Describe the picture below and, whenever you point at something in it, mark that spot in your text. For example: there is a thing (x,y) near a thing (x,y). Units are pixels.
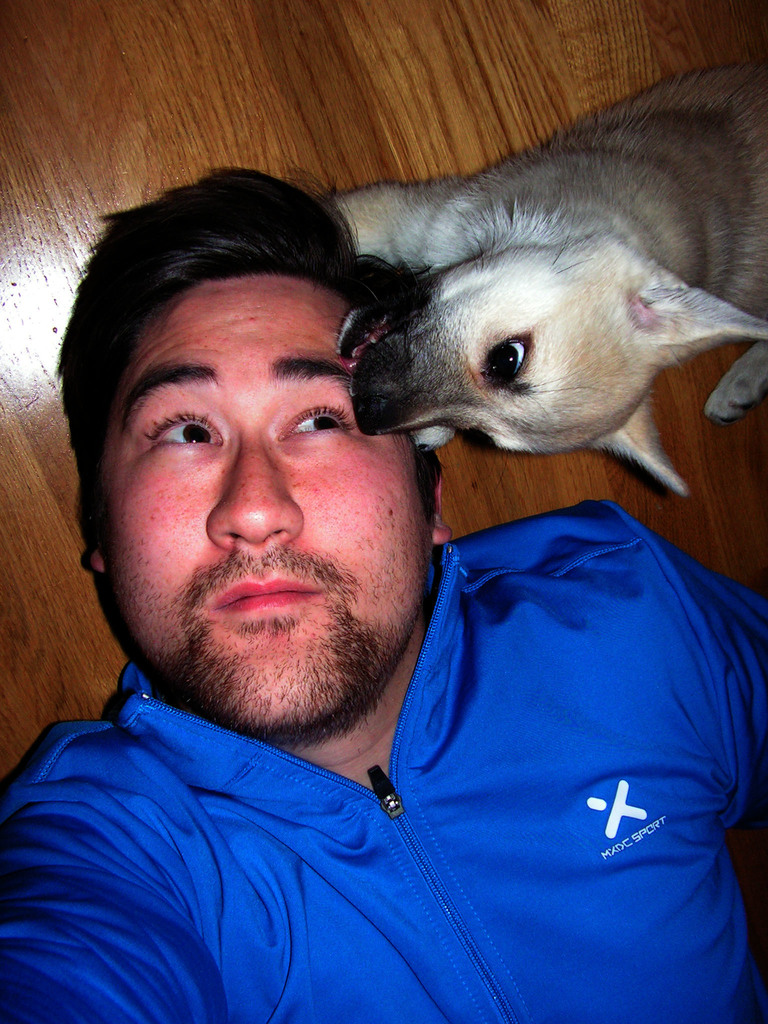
This is the man (360,843) wearing blue shirt (557,829) and laying on the floor (48,553). This is the dog (585,260). At background (318,133) this looks like a wooden floor (353,105).
